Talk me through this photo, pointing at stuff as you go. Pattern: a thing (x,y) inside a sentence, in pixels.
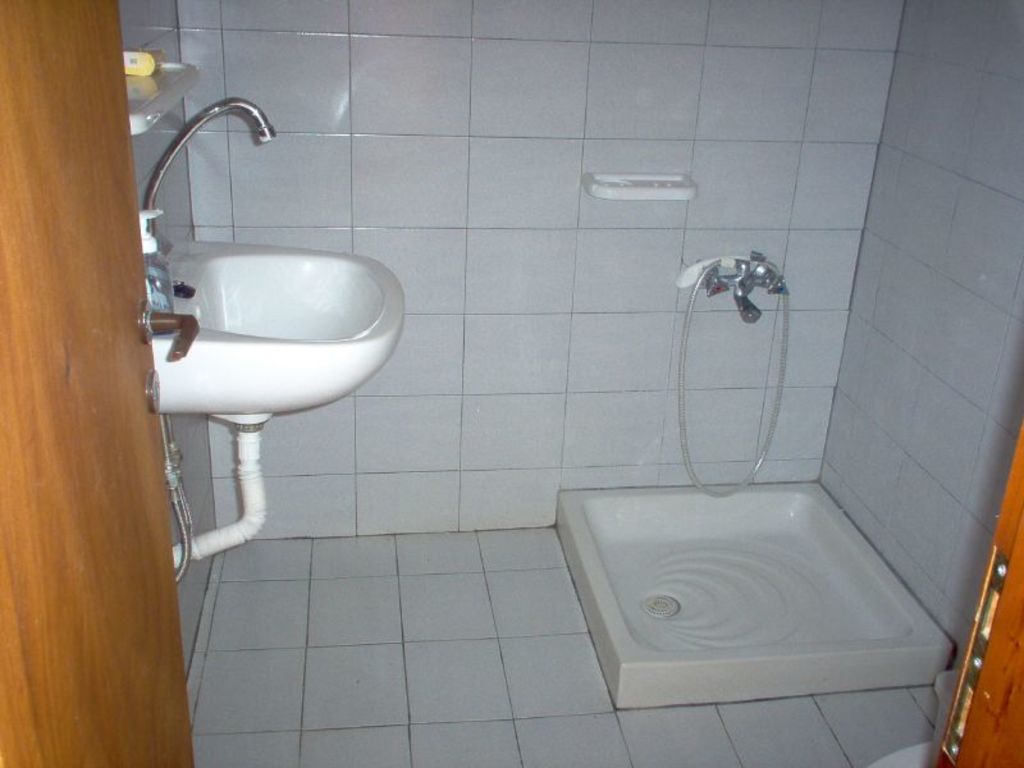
This image is taken in the bathroom and here we can see a bottle (161,268) on the sink (300,356) and on the right (741,261), there is a tap (757,252) and in the background (589,94), there is a wall (932,244) and we can see door (161,685).
